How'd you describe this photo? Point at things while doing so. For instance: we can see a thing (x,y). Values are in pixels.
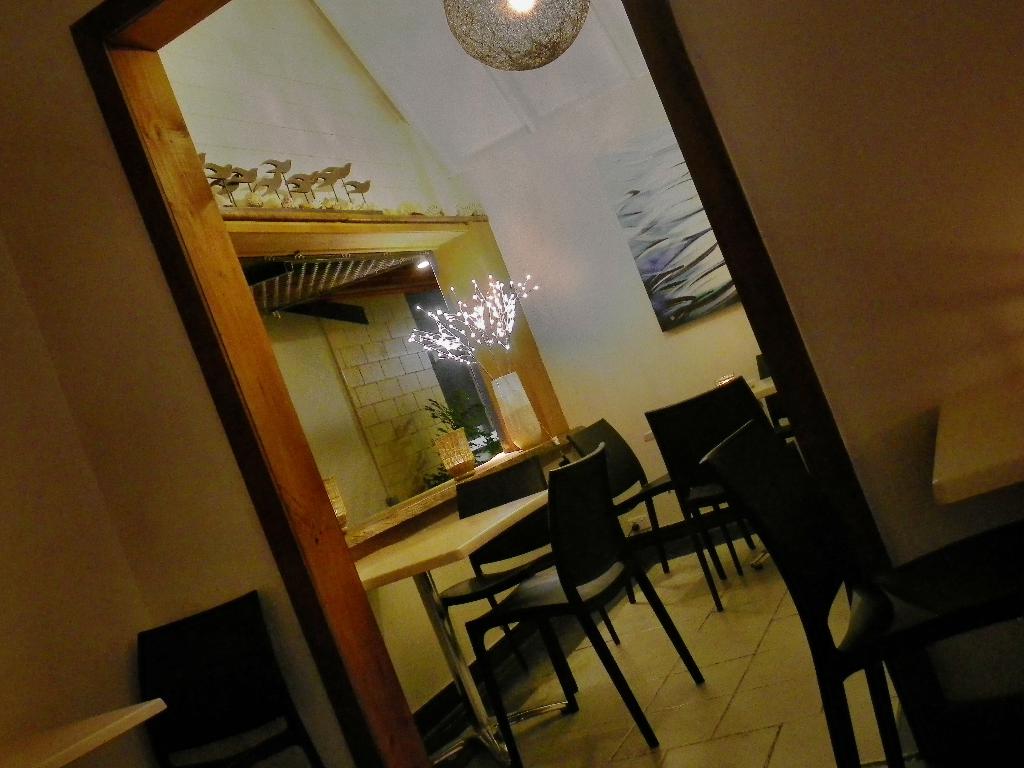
In the picture we can see a room (905,571) and another room (296,150) in it and in that we can see some chairs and tables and besides, we can see a wall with some photo frame (690,285) and some painting (628,209) on it and to the ceiling (475,62) we can see a light (528,23).
